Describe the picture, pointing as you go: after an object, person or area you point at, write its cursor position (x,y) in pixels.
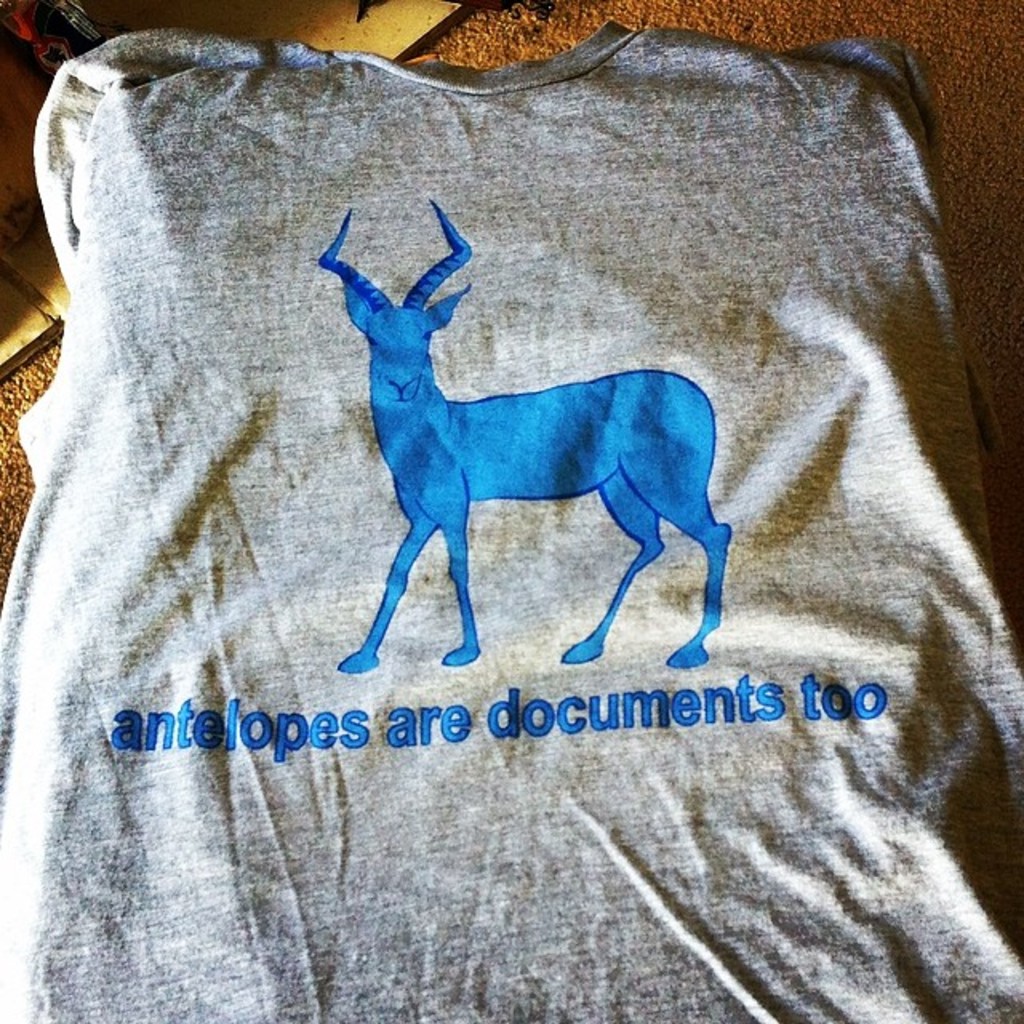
Picture of an animal (575,393) on this t-shirt (514,356).
